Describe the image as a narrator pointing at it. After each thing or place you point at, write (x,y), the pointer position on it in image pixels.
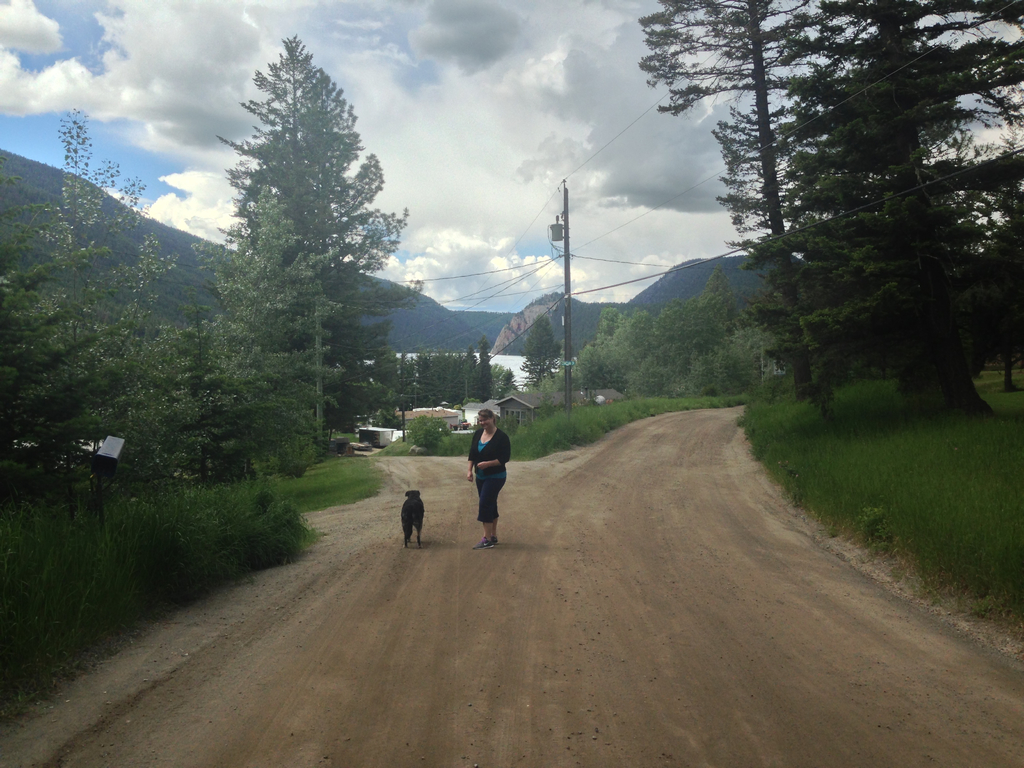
In this image there is a lady (477,481), beside her there is a dog (413,511) on the road (613,537). On the right (826,363) and left side of the image (246,351) there are trees (327,363), plants (791,401). At the center (529,407) there are some houses (442,412) and one utility pole (570,319). In the background (506,319) there are mountains (561,305) and a sky (557,194).
